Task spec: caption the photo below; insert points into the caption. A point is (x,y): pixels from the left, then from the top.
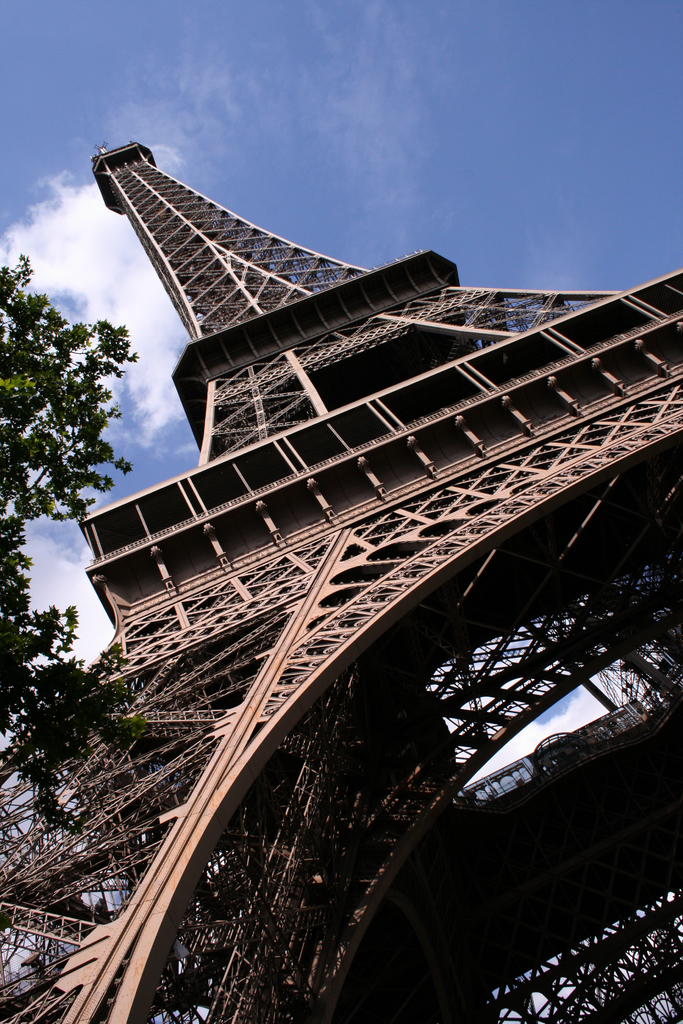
In this image we can see the Eiffel tower (337,656). We can also see the tree (84,687). There is also sky (402,101) with the clouds (111,240).
